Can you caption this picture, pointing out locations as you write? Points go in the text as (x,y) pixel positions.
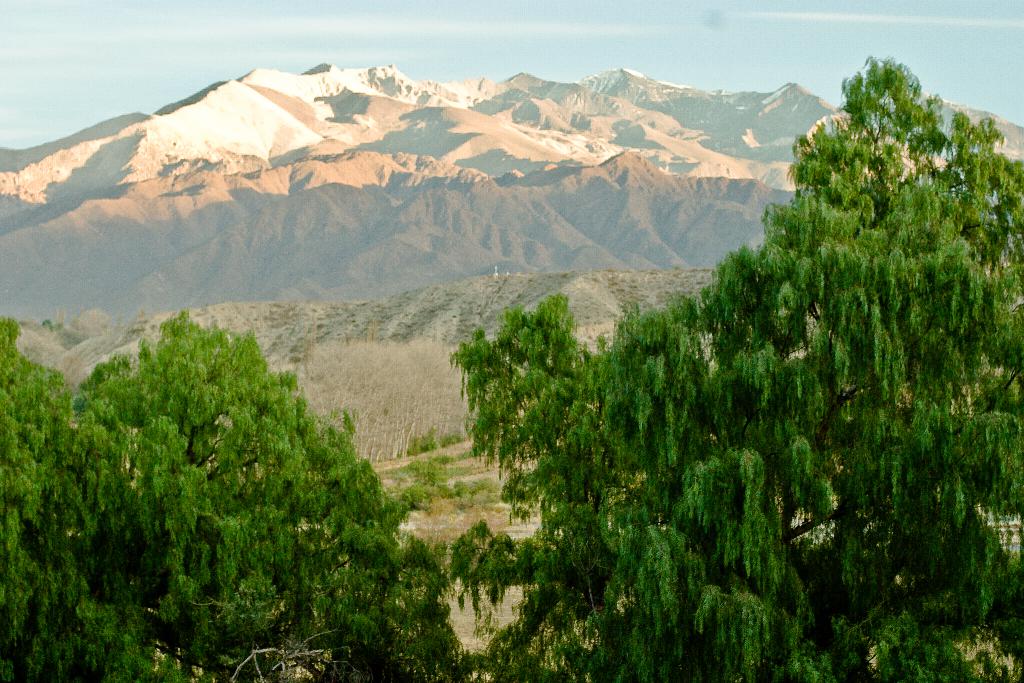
Here in this picture in the front (342,520) we can see plants (443,623) and trees (308,606) present and behind that we can see mountains (234,258) present and we can see some mountains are covered with snow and we can see clouds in the sky (830,33).
